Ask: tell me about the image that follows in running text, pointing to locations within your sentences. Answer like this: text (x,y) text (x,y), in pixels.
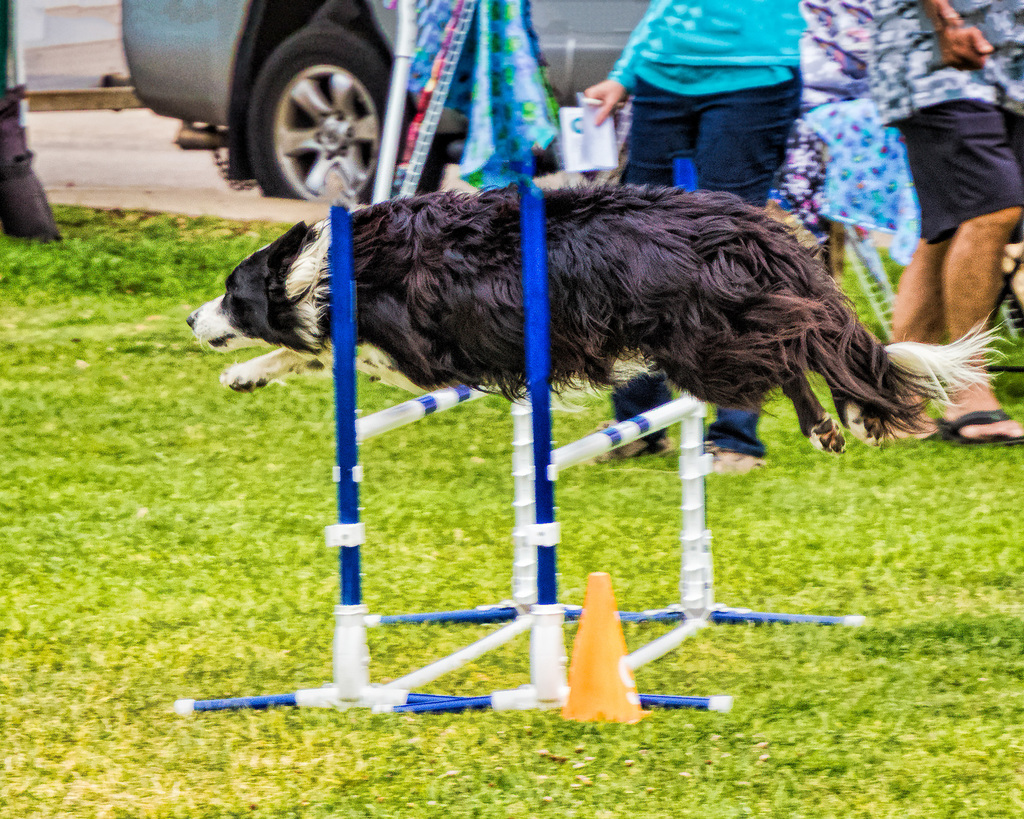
This picture is clicked outside. In the center (655,289) we can see a dog (404,311) seems to be jumping in the air and we can see the metal rods (520,529) and a safety cone (587,648) is placed on the top of the ground (230,438) and we can see the group of persons (1006,151), vehicle (293,145), green grass (265,487) and some other objects (409,19).
